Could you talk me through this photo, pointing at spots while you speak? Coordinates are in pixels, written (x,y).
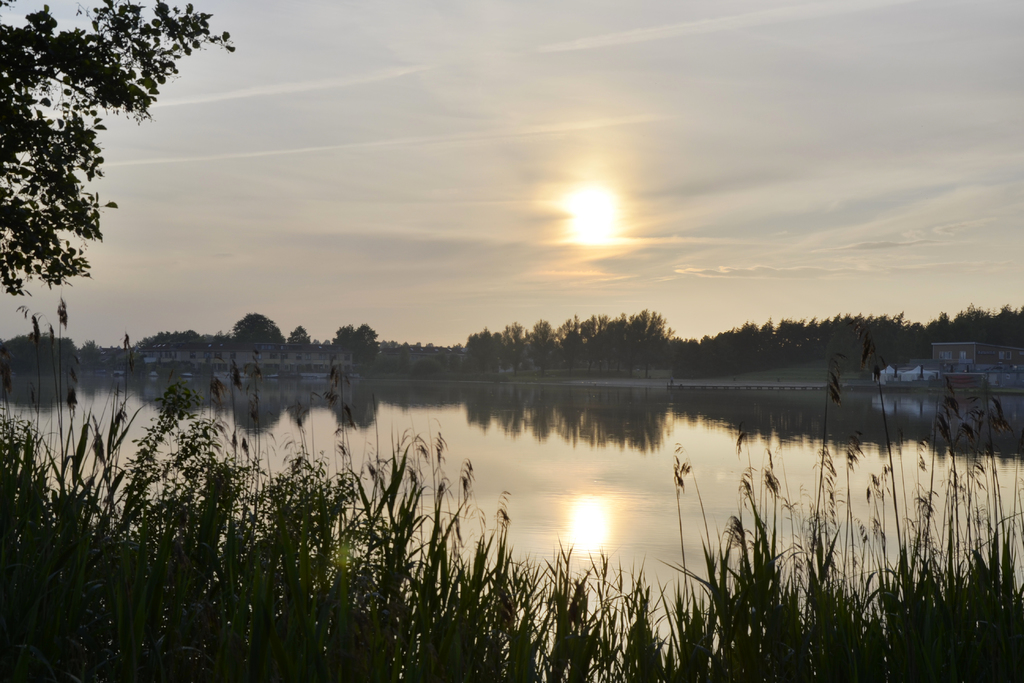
In this picture we can see plants (317,630) at the bottom (105,517), there is water (492,443) in the middle (596,443), in the background (204,340) we can see buildings (245,346) and trees (94,354), there is the Sun (587,240) and the sky (496,90) at the top of the picture (587,209).
